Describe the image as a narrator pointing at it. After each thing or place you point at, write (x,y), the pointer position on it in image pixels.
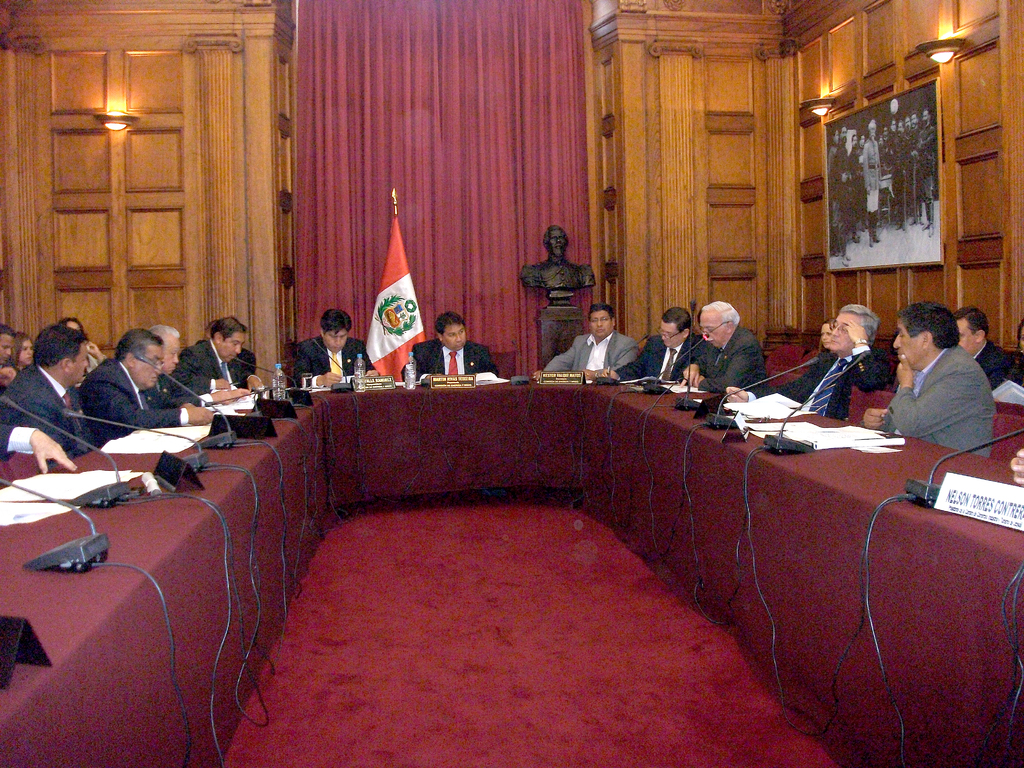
This picture might be taken inside a room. In this image, on the right side (881,368), we can see group of people (841,390) sitting on the chair (781,371) in front of the table (896,513), on that table (837,537), there are some boards (956,500), papers (864,434), microphone (815,392). On the left side (53,360), we can also see group of people (40,362) sitting on the chair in front of the table (206,453), on that table (152,503), we can see some water bottles (273,396), papers (140,474), microphone (77,568), electric wires (117,562). In the middle of the image (356,346), we can see three persons (343,361) are sitting on the chair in front the table (376,438). In the background (391,269), we can see a flag (404,267), sculpture (545,265), curtains (528,232). On the right side of the image (915,123), we can also see a photo frame (926,213) on the wall (872,64), at the bottom (511,621), we can see red color mat (537,628).
